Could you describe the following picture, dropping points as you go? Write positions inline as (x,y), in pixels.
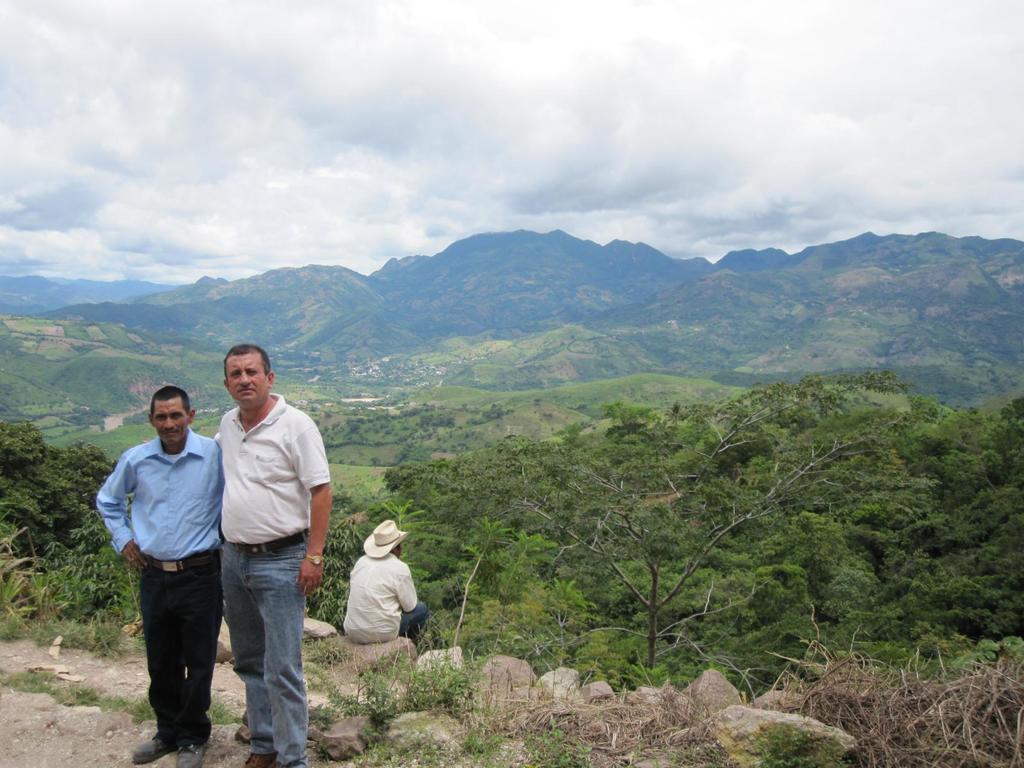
In this picture we can see three people (208,515) where two men (241,508) standing on the ground (230,733) and a man (364,598) sitting on a rock (399,643), trees (67,515), mountains (512,282) and in the background (387,105) we can see the sky (584,71) with clouds (584,71).
